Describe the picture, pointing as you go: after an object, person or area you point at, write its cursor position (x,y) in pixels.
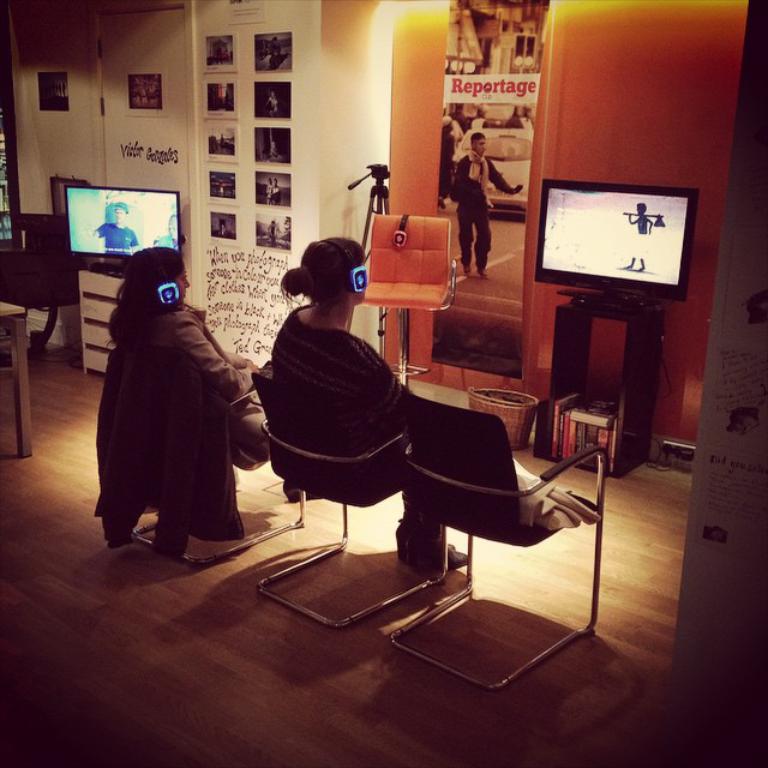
In this image there are two women (322,364) sitting on chairs (345,435) are watching a monitor (564,212) in front of them, beside the monitor (555,259) there is a chair (445,274) and a camera stand (375,191), beside the camera stand (374,173), there is another monitor (105,208) on the table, behind the monitor (160,193) there are a few pictures (266,159) and text (235,257) written on the wall (253,219).
